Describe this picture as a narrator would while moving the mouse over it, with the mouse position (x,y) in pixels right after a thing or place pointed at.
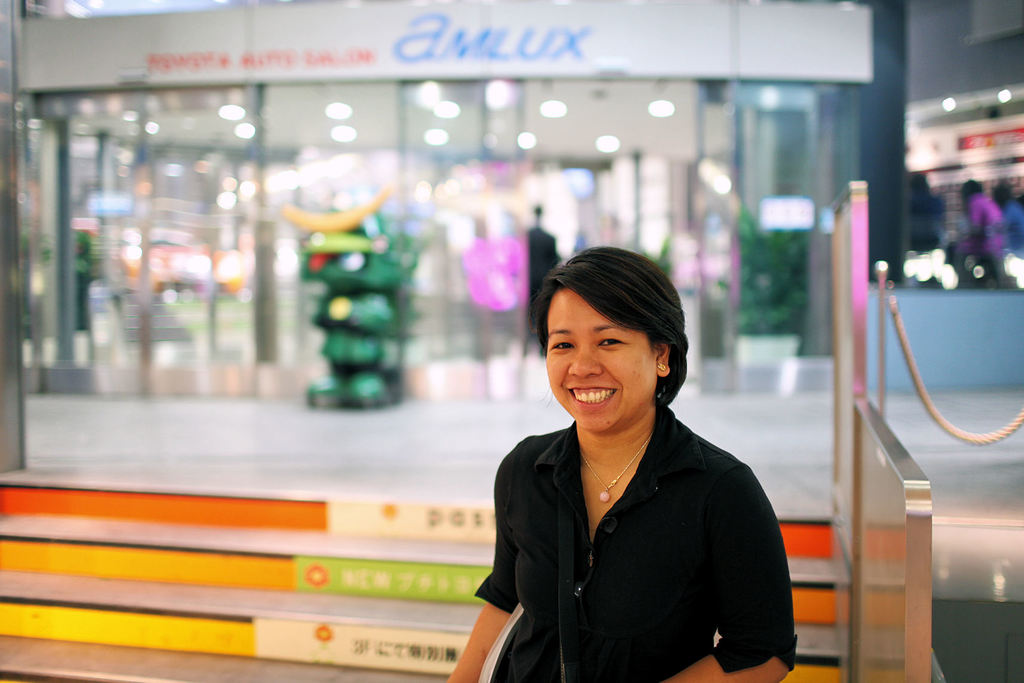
In the image there is a woman (564,554), she is laughing and behind the woman (552,561) the background (307,66) is blurry.
